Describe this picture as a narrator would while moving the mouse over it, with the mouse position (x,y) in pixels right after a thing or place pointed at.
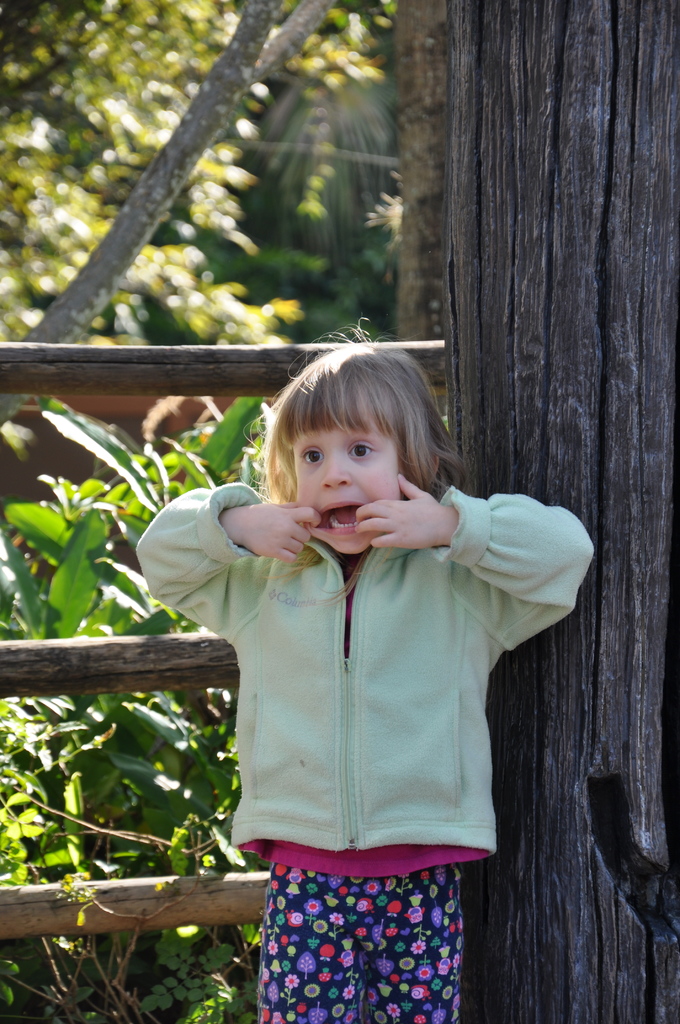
In this image we can see a kid (341,682), there are wooden poles (457,10), plants (231,479), and trees (173,274).
